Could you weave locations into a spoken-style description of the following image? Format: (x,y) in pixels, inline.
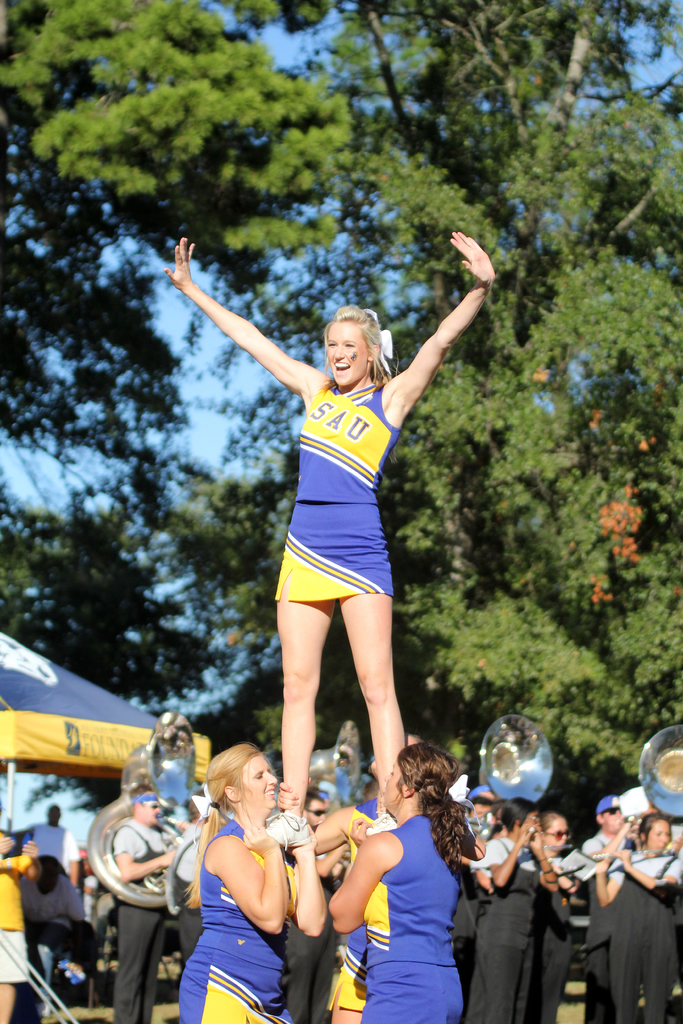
At the foreground of the image (239,768) there are three women (294,792) wearing similar color dress (249,954) and a person (353,639) standing on the other person's hands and cheer leading and at the background of the image (606,997) there are some other persons (24,907) who are playing musical instruments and some are standing under the tents (35,666) and there are some trees (562,563) and clear sky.
